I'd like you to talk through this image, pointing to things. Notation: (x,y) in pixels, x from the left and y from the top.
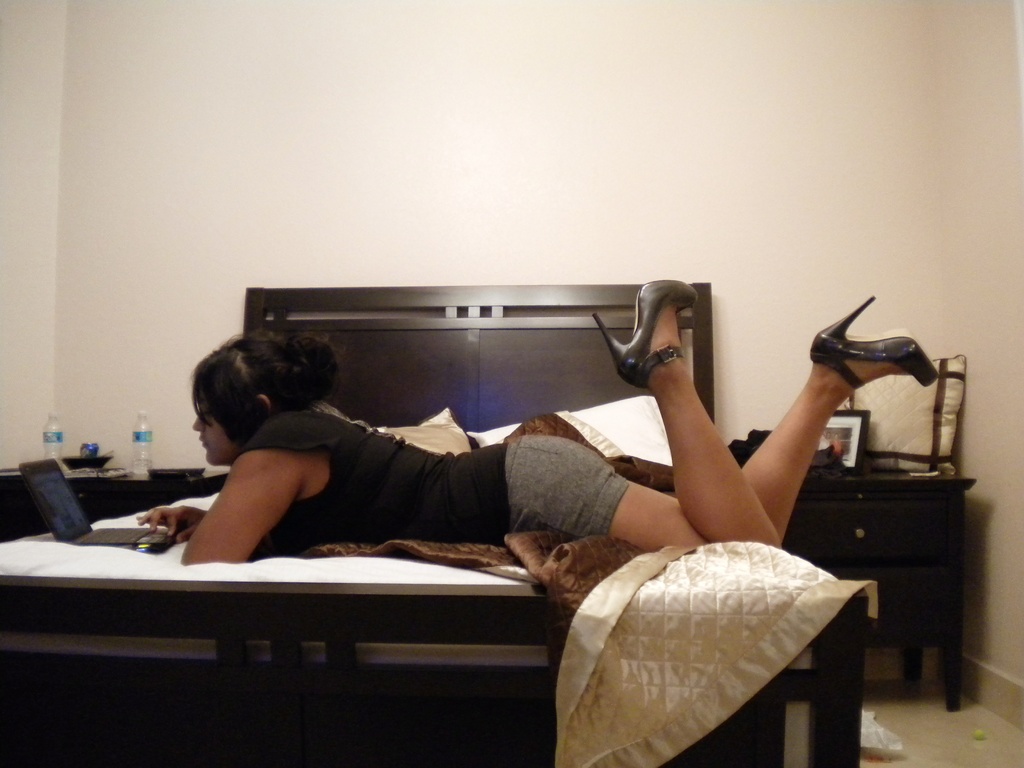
a person (392,483) is lying on the bed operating the laptop (52,526). behind her on the table (79,490) there are water bottles (142,445). behind the bed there is white wall (524,144).
